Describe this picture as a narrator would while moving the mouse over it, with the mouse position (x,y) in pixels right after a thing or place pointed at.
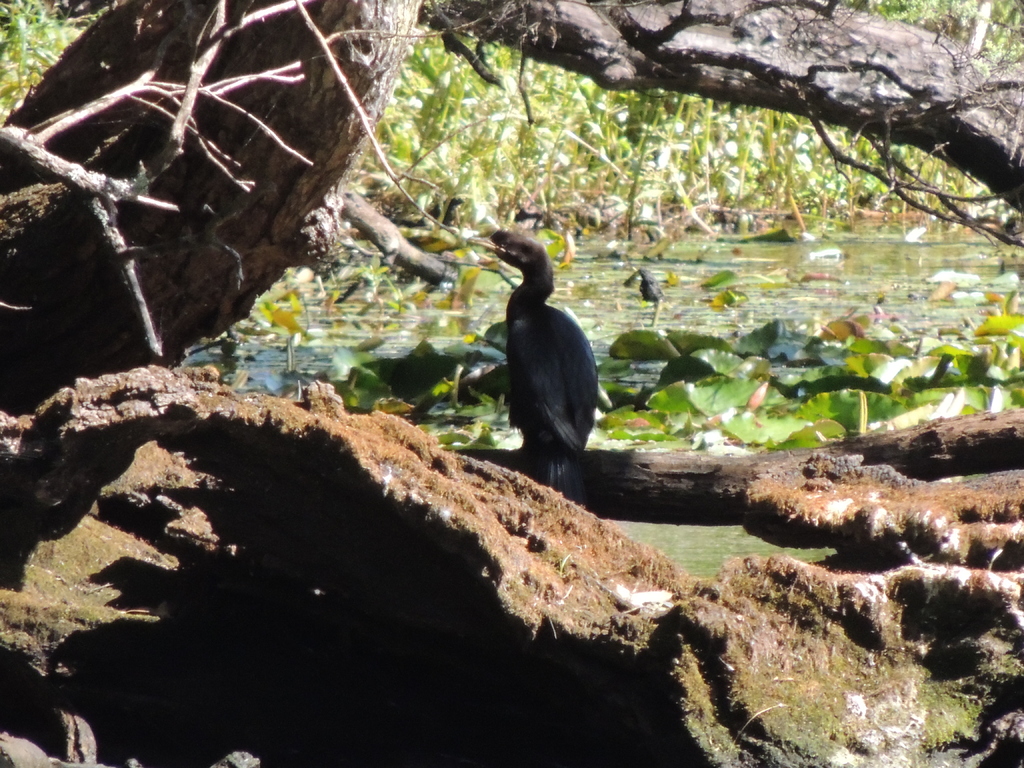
In this image we can see a tree (58,551), there is a bird (574,488) on the branch (591,499), there is the water (623,383), there are plants (597,123).
